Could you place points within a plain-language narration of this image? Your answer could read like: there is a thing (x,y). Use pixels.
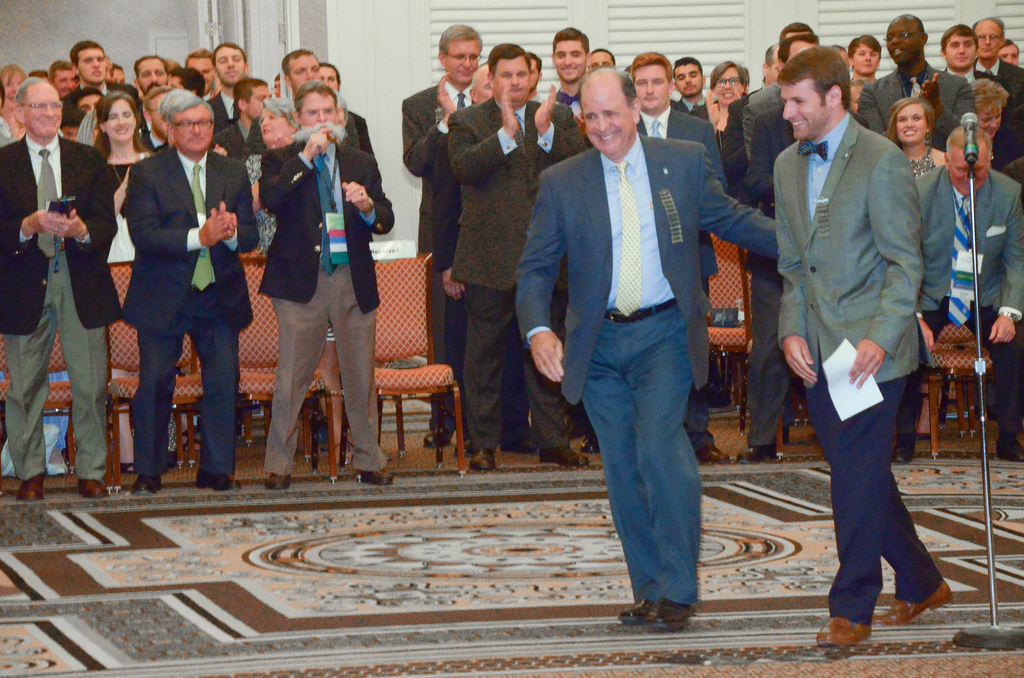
In the foreground of the picture (797,215) there are two men (781,301) in suits (912,292). On the right (1003,636) there is a microphone (990,604). In the background (264,91) there are people (896,57) applauding and there are chairs (405,371). In the background (233,16) there are windows (469,17) and a door (255,19).
